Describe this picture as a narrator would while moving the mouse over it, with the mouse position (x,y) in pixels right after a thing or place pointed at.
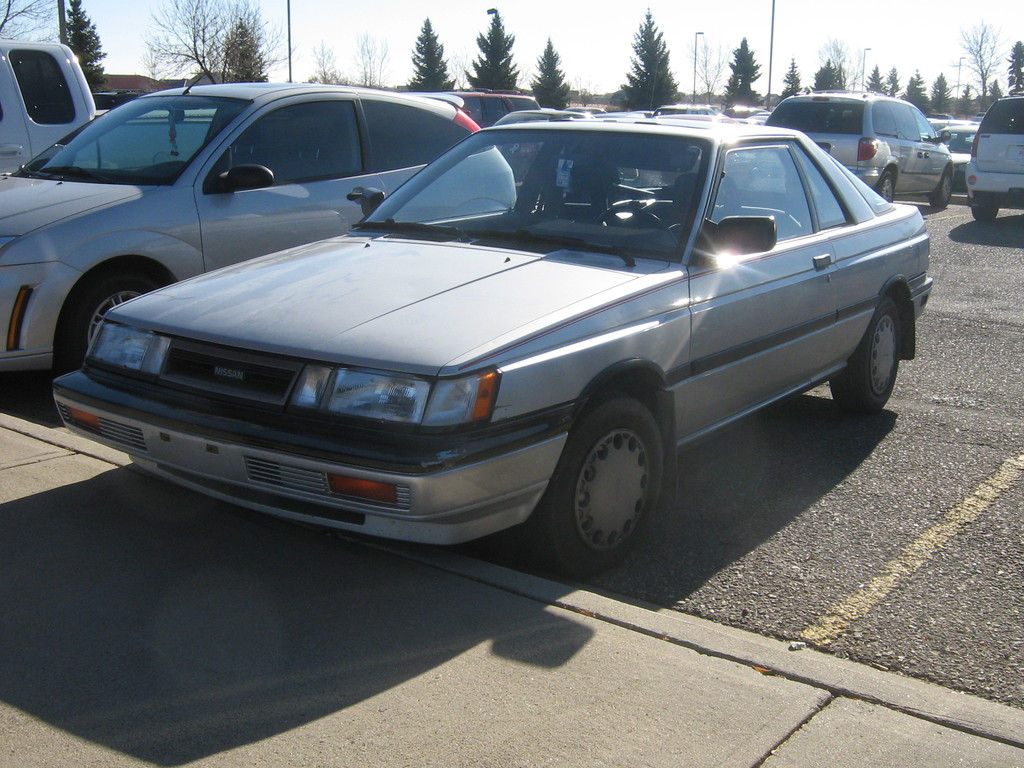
In this picture, we can see a few cars (593,485) parked on the road (891,517) and we can see footpath (18,538) and we can see trees (985,72), poles (957,72) and the sky (398,52).
